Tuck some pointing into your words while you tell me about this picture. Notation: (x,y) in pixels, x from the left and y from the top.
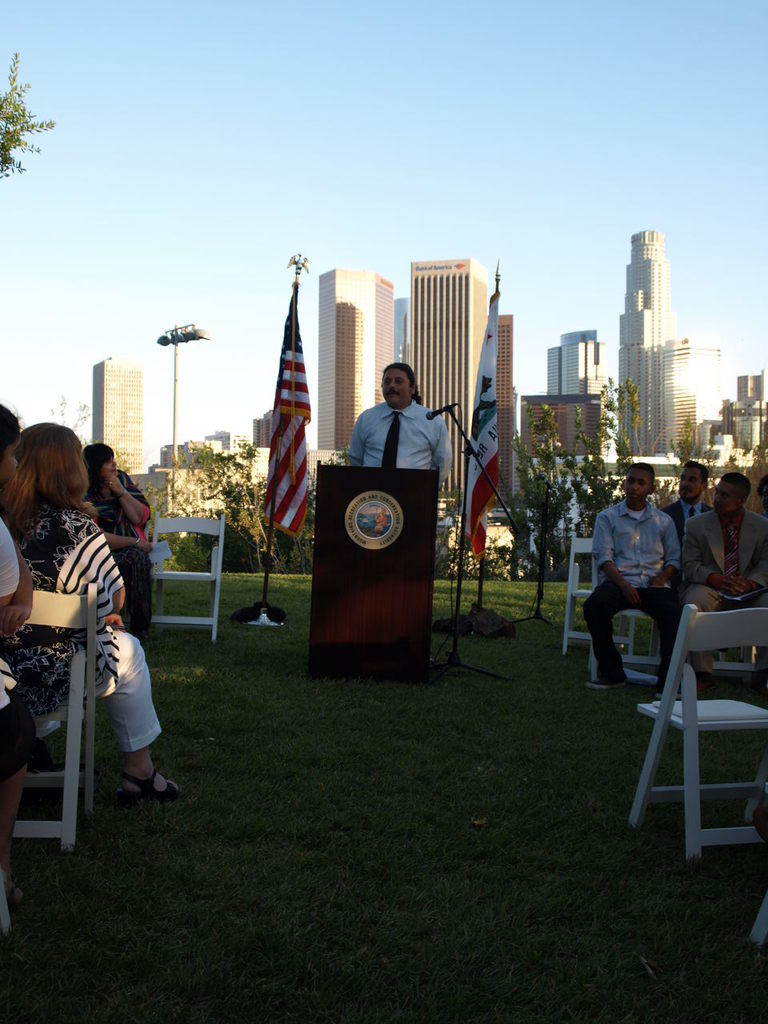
Here It's a grass (408,1007) middle of an image (436,434) there is a person (404,447) standing with a microphone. He wear a tie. behind him there are buildings (421,376). The left side of an image (127,721) few women (116,728) are sitting on the chairs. And the right side of an image (723,545) few men (617,685) are sitting on the chairs (633,619). behind them there are bushes (586,511).
